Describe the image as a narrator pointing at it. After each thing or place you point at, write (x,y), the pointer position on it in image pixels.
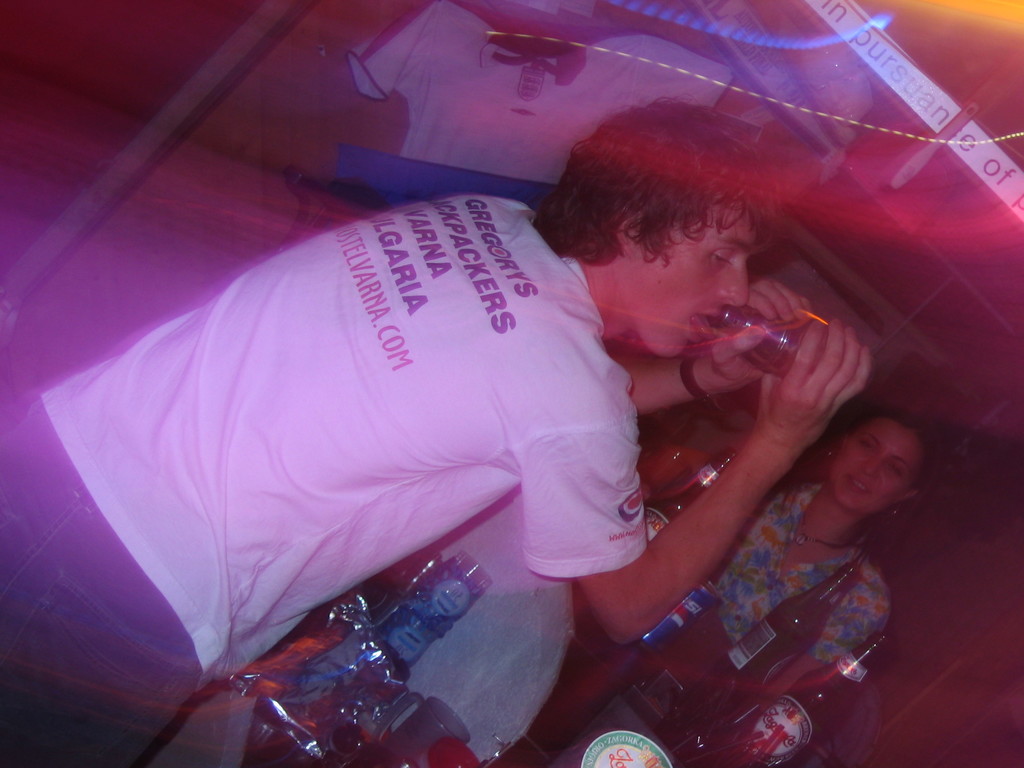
Here I can see a man (268,381) wearing white color t-shirt (346,491), jeans (124,702), holding a bottle (791,336) in the hand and standing. Besides this man (286,515) there is a table (222,723) on which few bottles (365,683) are placed. On the right side (811,535), I can see a woman (793,540) smiling and looking at this man (619,438). On the top of the image (472,103) I can see a white color t-shirt (496,89) and also a board (939,107) on which I can see some text (906,78).
